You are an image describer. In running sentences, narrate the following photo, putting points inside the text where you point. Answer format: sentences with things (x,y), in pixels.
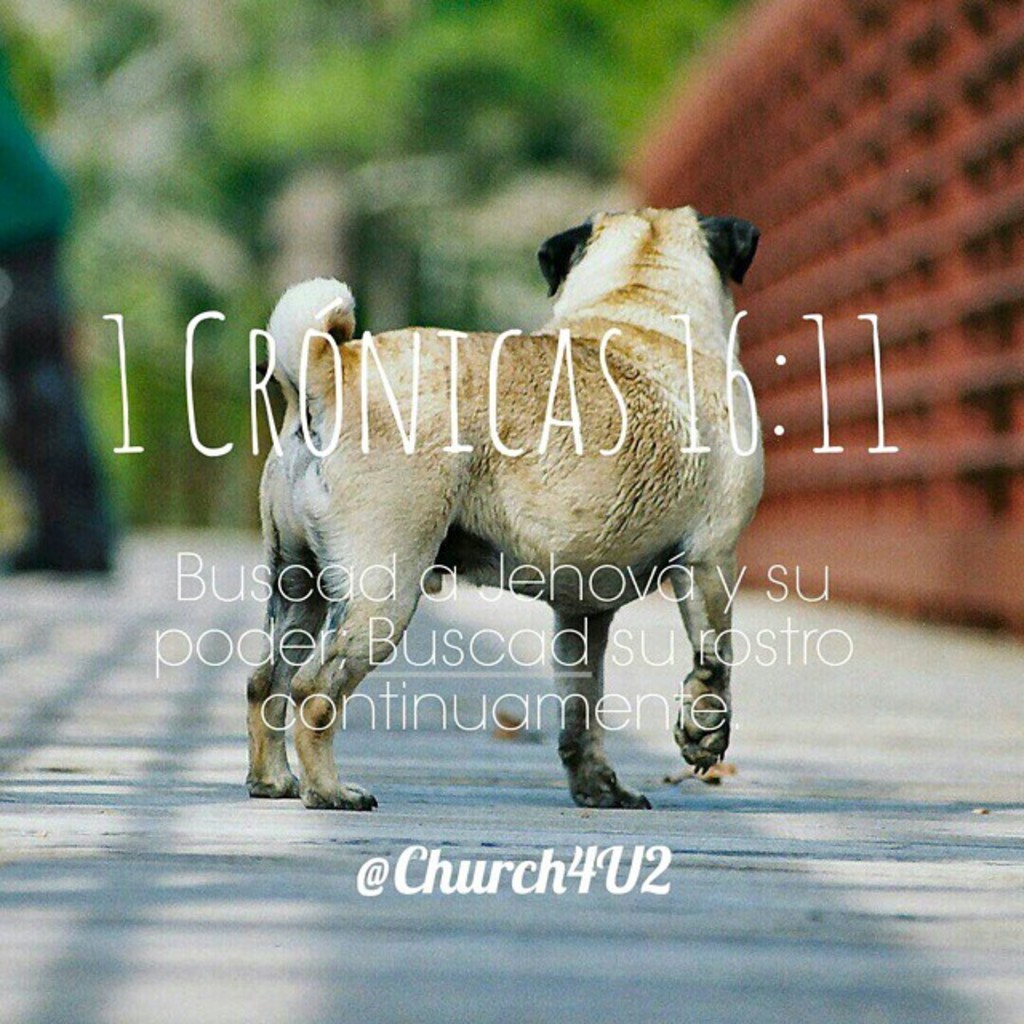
In this image there is a poster (540,226). There is a dog (372,572) standing on the floor (634,718). Front side of the image there is some text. Background (60,38) is blurry.
